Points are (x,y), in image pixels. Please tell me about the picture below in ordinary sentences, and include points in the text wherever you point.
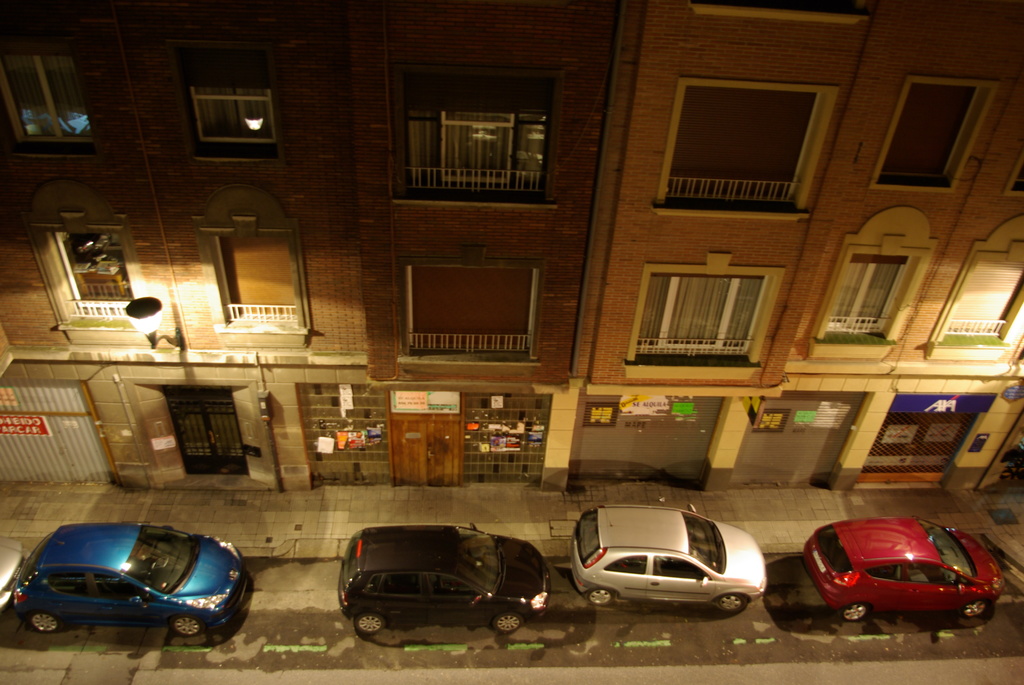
In this picture we can see few cars (348,592) on the road (281,576), beside to the cars (389,565) we can find few buildings (496,263) and lights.
